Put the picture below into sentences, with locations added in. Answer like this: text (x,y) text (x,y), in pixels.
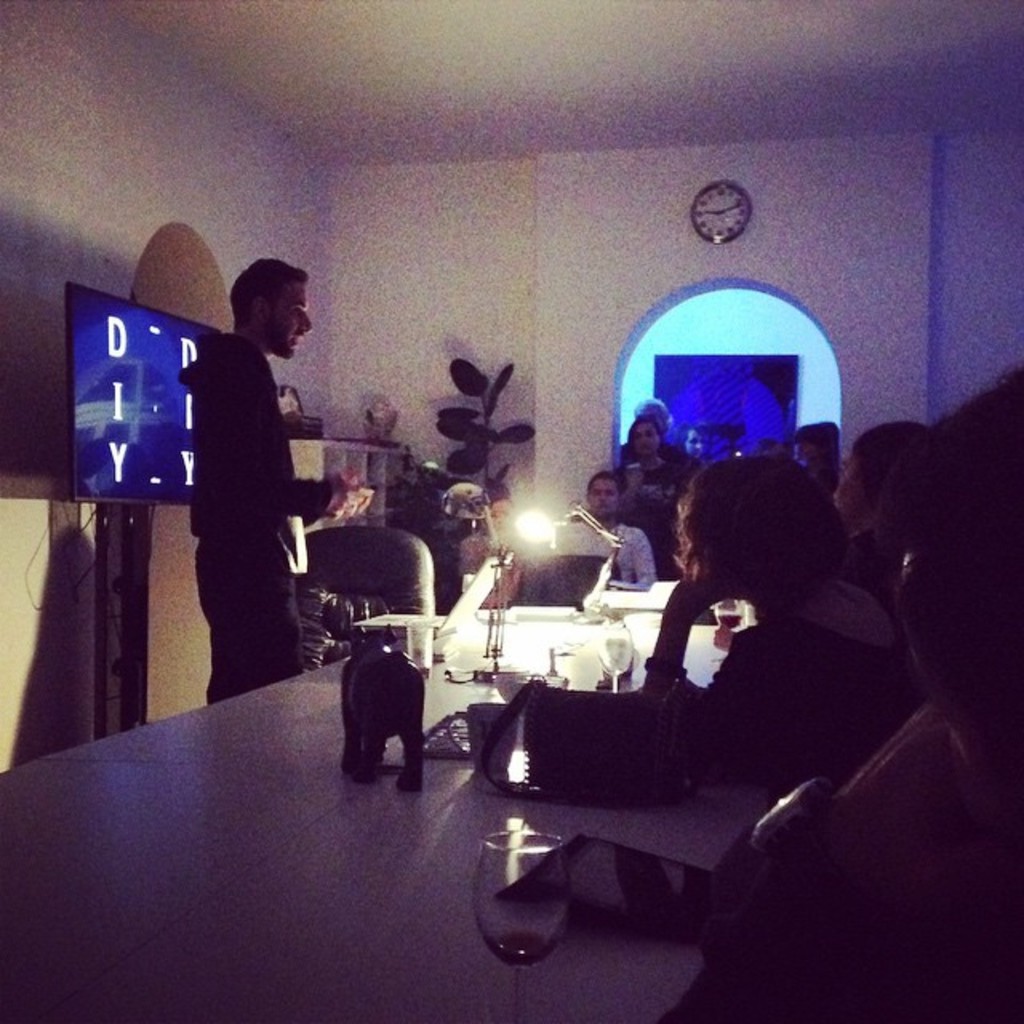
The image is inside the room (588,435). In the image there are group of people (796,510) sitting on chair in front of a table (387,742), on table (393,743) we can see a toy (405,693), laptop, glass (504,924). On left side (234,395) there is a man (237,510) standing and a couch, plant (488,407), shelf (366,454), television (158,464). In background (784,257) there is a clock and a wall (845,333) which is in white color.
